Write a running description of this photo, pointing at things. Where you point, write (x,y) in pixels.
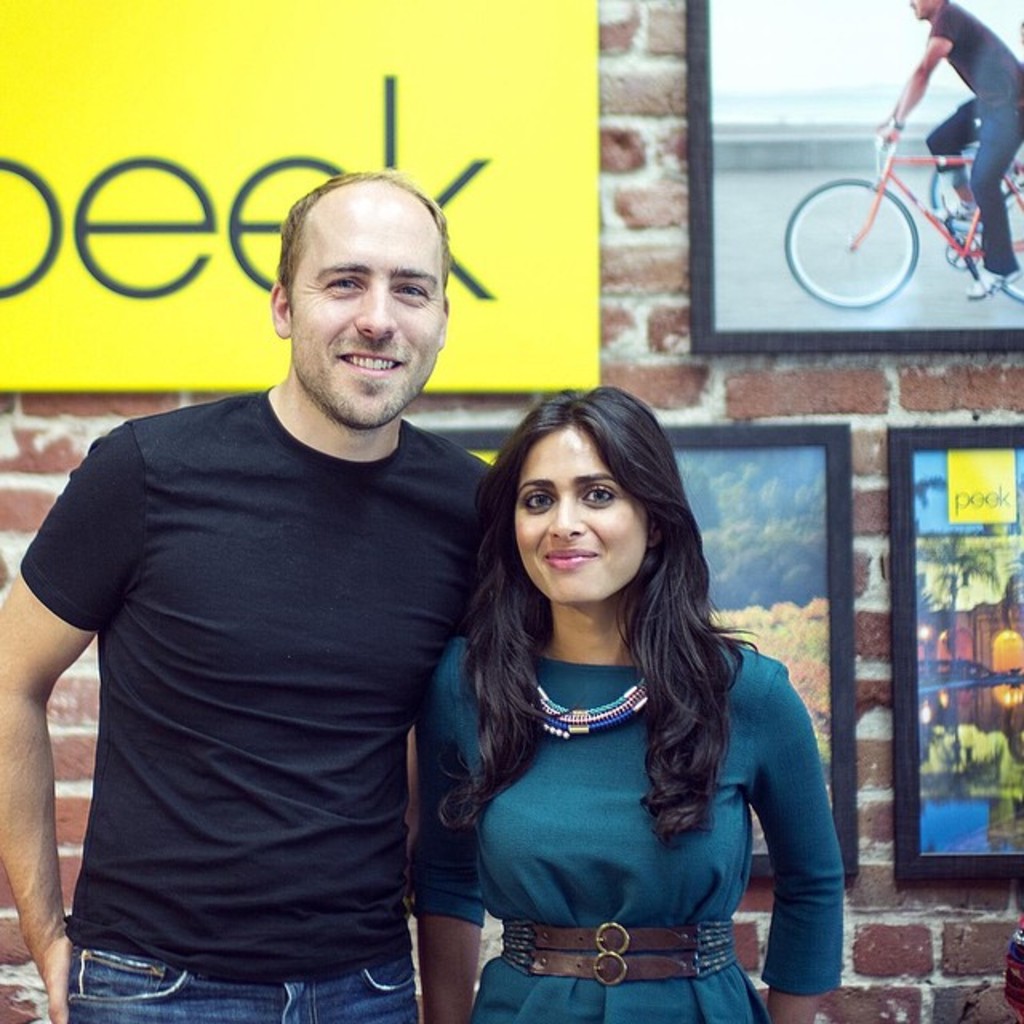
Here there is a man (214,878) standing beside a woman (535,785). He is wearing a T-Shirt (396,793) and a woman (423,793) is wearing a blue color dress (423,793). She is smiling behind them there is a brick wall (712,399) on this wall (679,249) there are photo frames (871,182).
